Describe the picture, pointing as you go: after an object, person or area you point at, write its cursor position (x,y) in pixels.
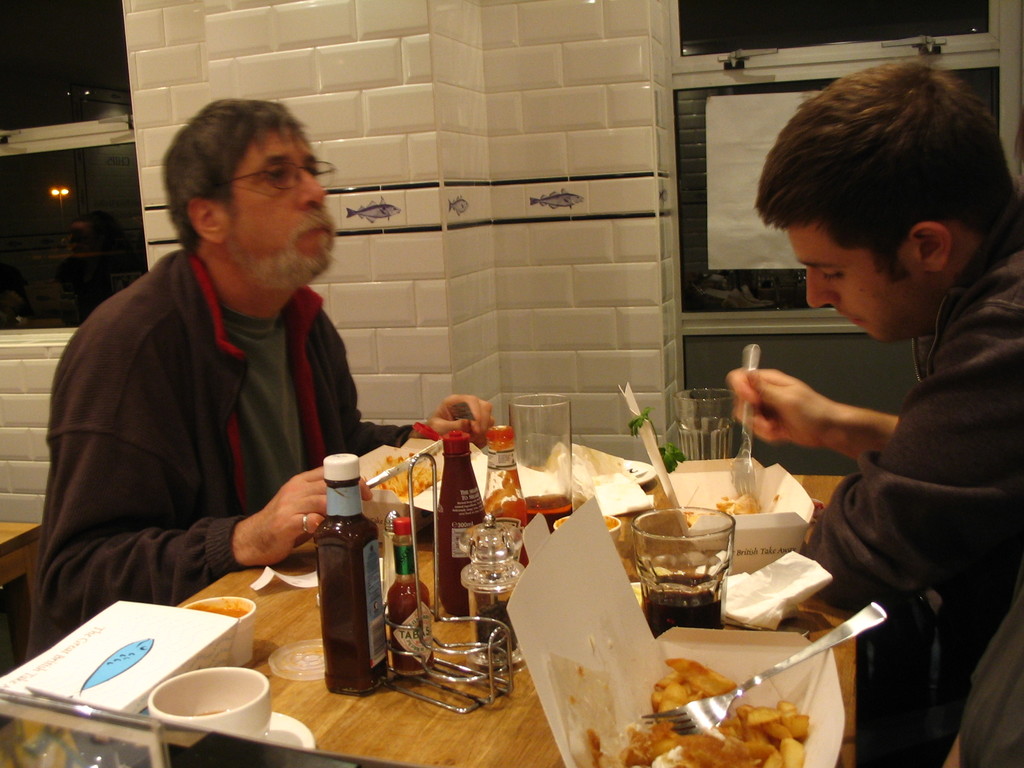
There are two men (190,449) sitting on the chairs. This is the table (370,718) with sauce bottles (400,518), glasses (562,486), food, cup (248,709) and saucer (274,721), boxes (717,498) and few other things (475,700) on it. These are the tiles (447,170). These look like windows (10,90). I can see a paper (731,208) attached to the glass door (702,281).
